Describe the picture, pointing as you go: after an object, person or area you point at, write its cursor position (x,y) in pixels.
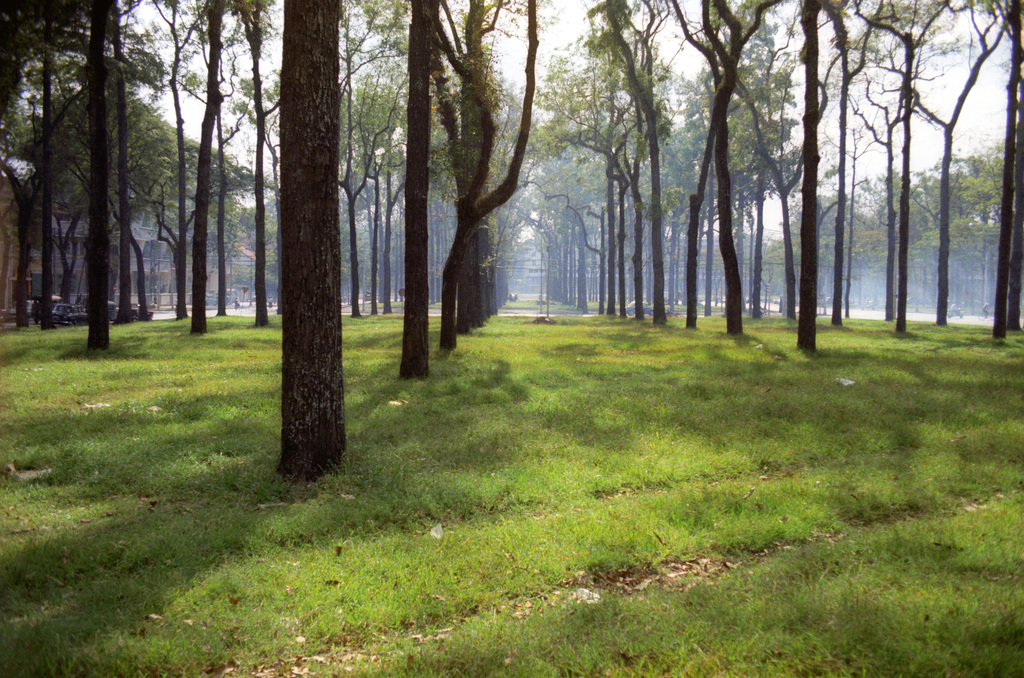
Land (83,330) is covered with grass (280,420). Here we can see trees (652,89). Far there are vehicles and building (83,242).
